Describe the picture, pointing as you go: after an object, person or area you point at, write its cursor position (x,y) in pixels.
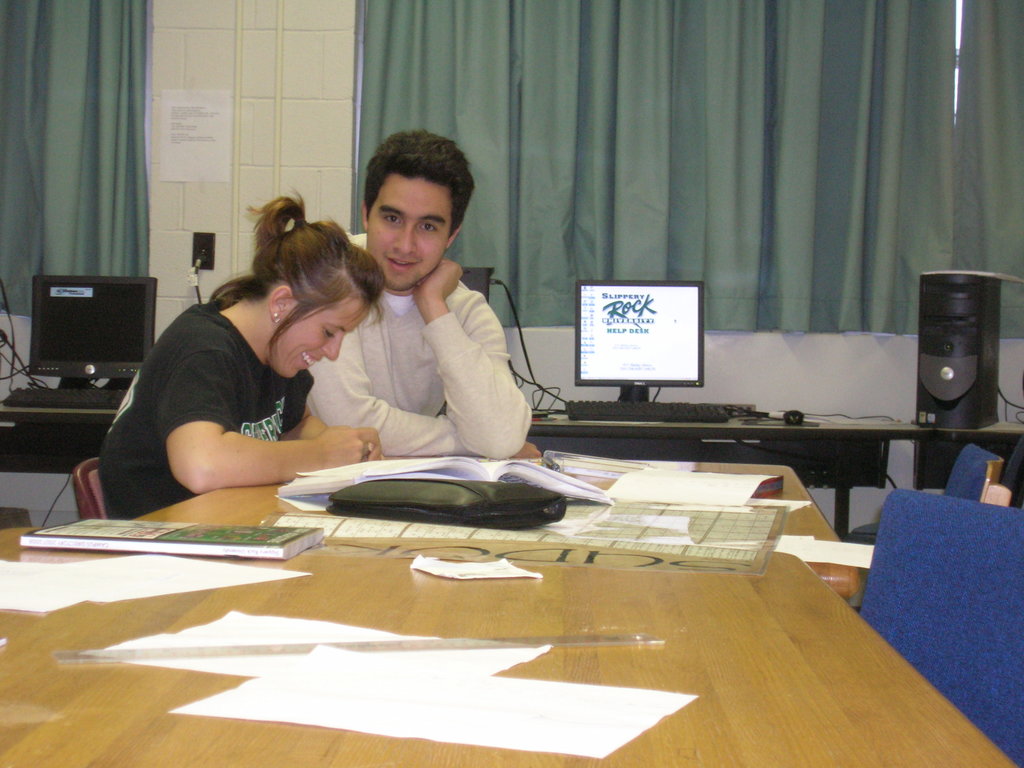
In this image there is one room (526,250) the two people (390,353) are sitting on the chair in front of the table (608,606) the table (522,612) contains books (205,552), papers (354,682), bag (475,508) and behind the person (353,363) there are some computers (79,339) are there on the table (781,430) and the two chairs (930,573) and the background (271,88) is green and white.
